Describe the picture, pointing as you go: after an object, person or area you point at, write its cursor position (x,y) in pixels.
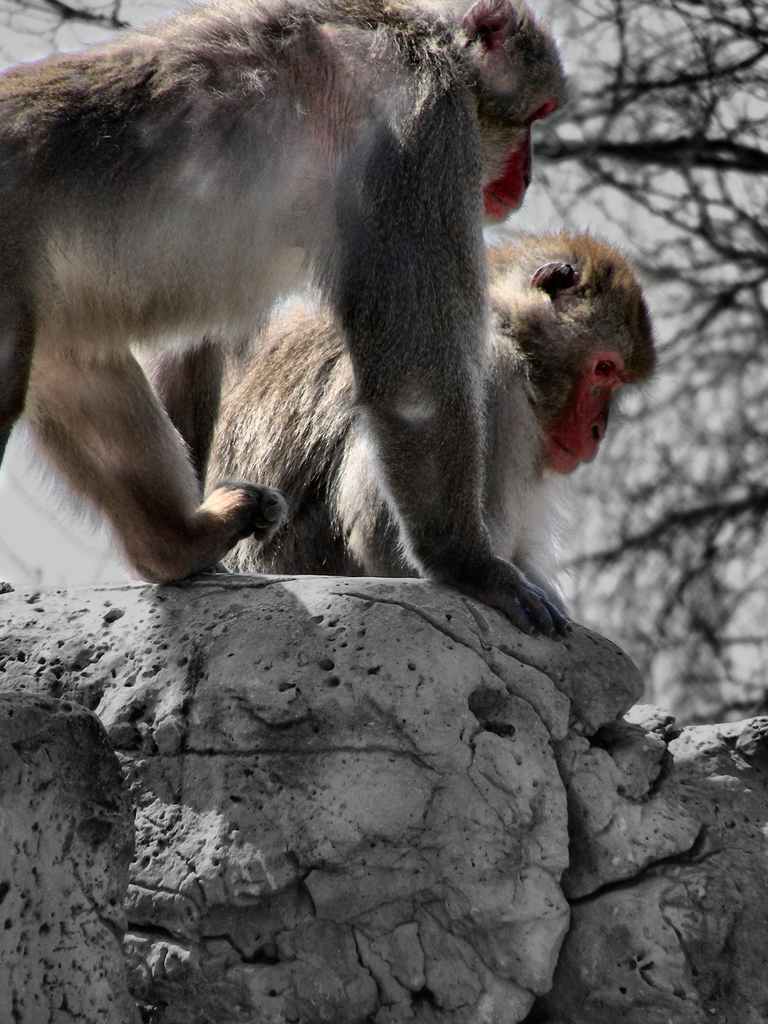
In this image there are two monkeys (334,328) on the rock (525,767). At the background (688,538) there are trees (710,109).
